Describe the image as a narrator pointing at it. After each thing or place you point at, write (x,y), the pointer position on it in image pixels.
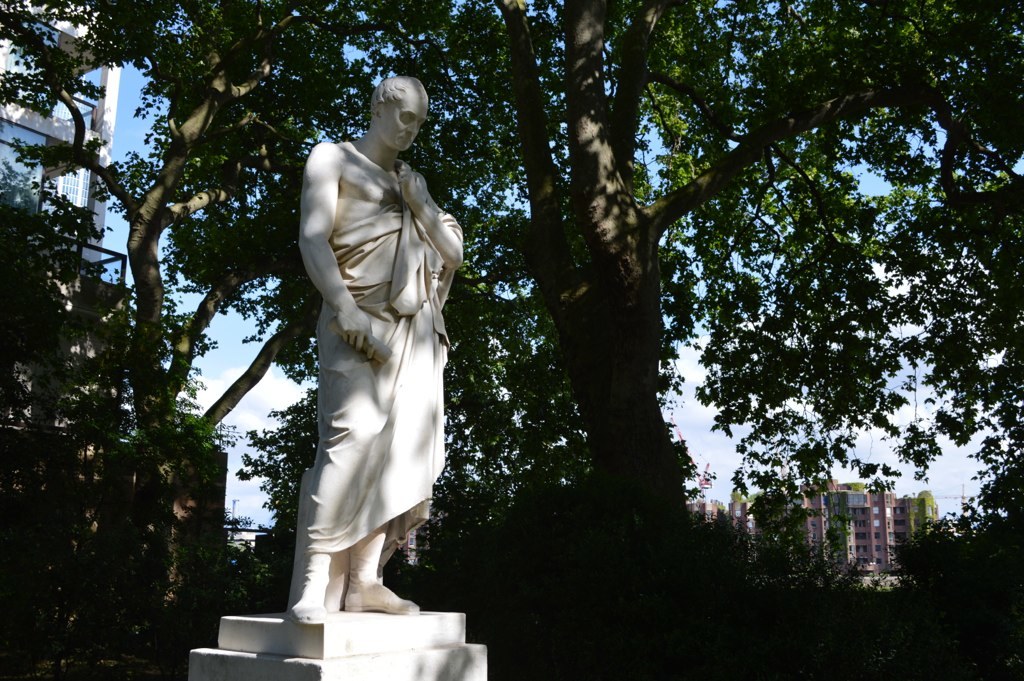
In the center of the image (454,247) there is a statue (311,470). At the background of the image (450,131) there are trees (1002,68) and there are buildings (806,509).
